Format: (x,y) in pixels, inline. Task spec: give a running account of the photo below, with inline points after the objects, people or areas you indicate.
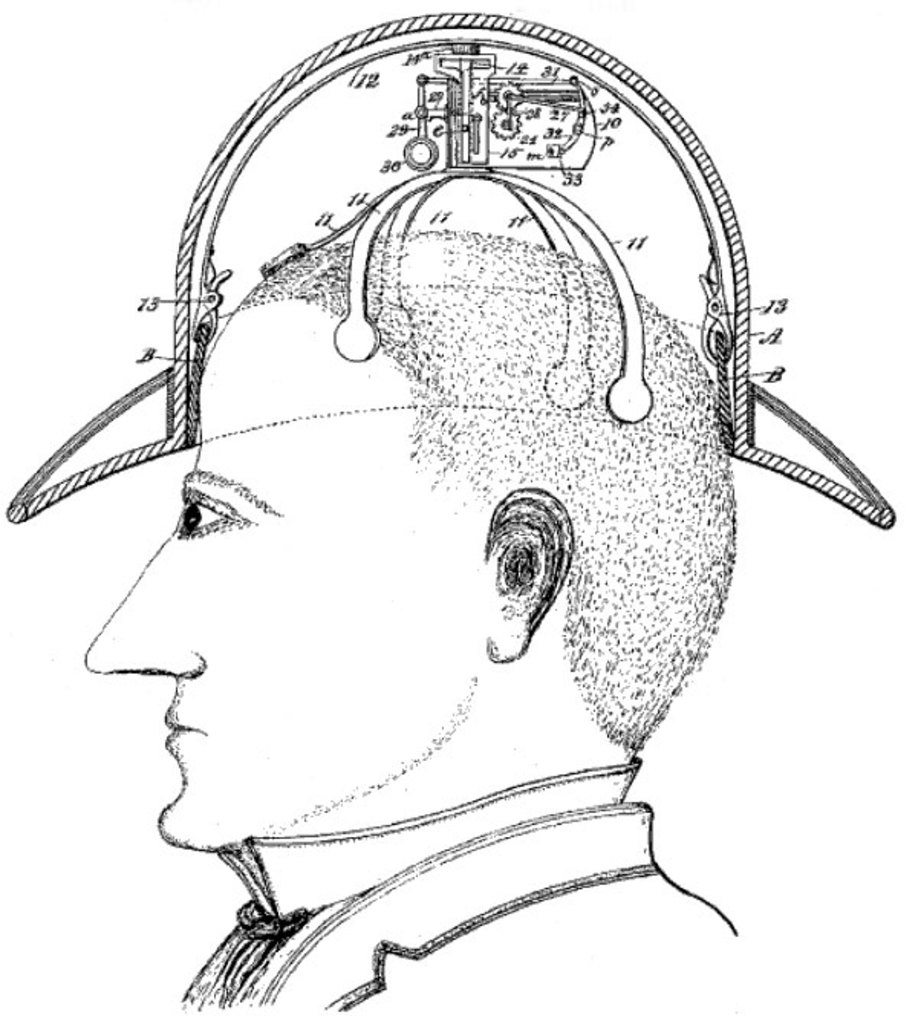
In this image we can see the drawing (669,587) of a person (560,737) with some numbers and a device (740,403) on it.
